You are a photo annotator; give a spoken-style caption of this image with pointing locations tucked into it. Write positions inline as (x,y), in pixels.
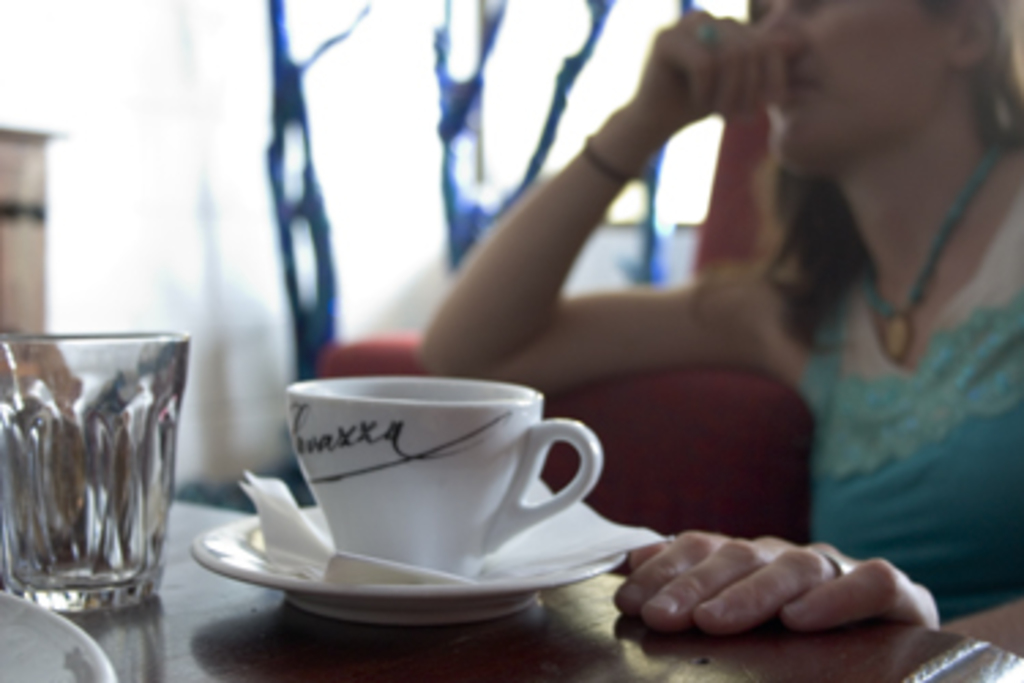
As we can see in the image there is a woman (930,413) sitting on sofa (733,394) and there is a table (570,650) over here. On table (568,668) there is a cup (407,479), saucer (296,571), tissues (318,531) and glass (113,481).
